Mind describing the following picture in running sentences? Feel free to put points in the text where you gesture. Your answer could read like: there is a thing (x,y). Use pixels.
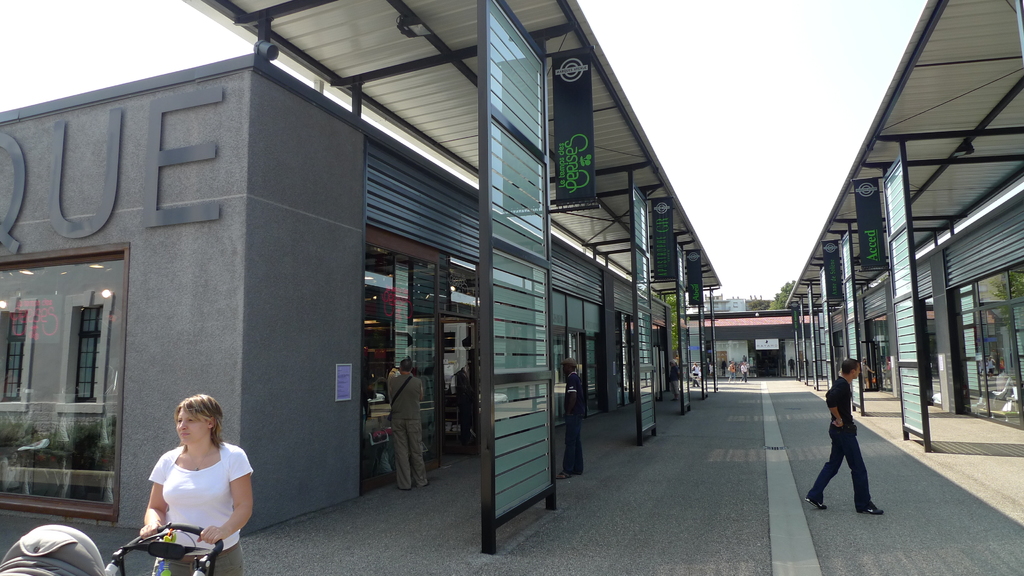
In this picture I can see group of people (215,481) standing, a person (199,502) holding a stroller (222,545), and there are houses (263,521), boards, trees (786,307), and in the background (836,115) there is sky (801,80).
